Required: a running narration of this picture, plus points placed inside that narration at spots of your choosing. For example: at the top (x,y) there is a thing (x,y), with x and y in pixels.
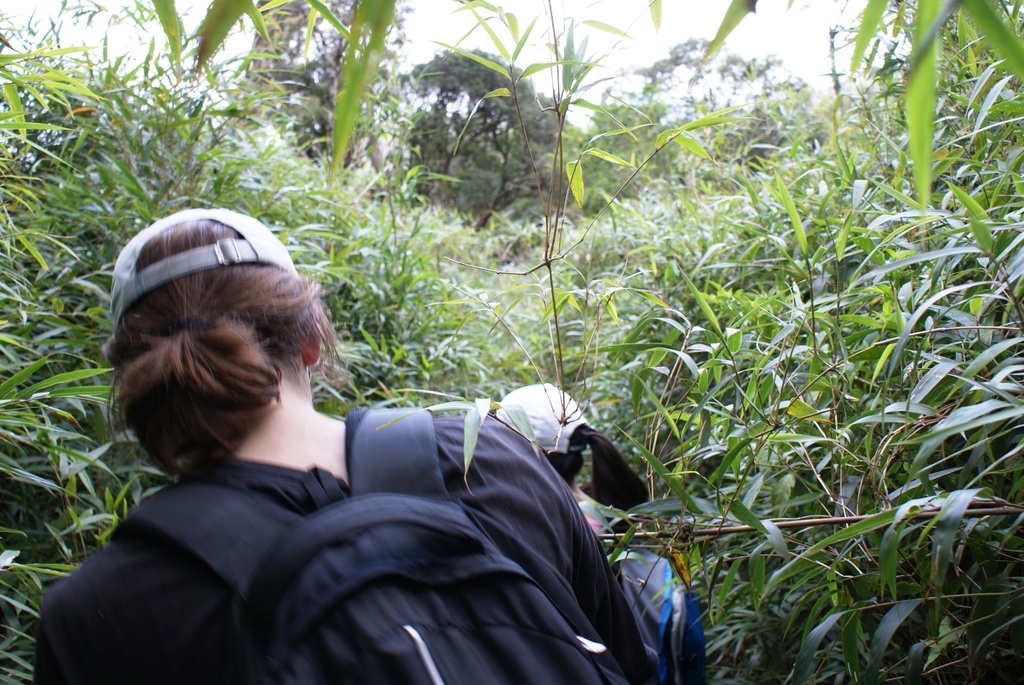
In the picture we can see a woman (143,433) walking in the bushes (38,389), she is with a bag (488,618) and cap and in front of her we can see another woman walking and she is also with bag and cap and in the background (441,13) we can see trees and part of the sky (454,22).
